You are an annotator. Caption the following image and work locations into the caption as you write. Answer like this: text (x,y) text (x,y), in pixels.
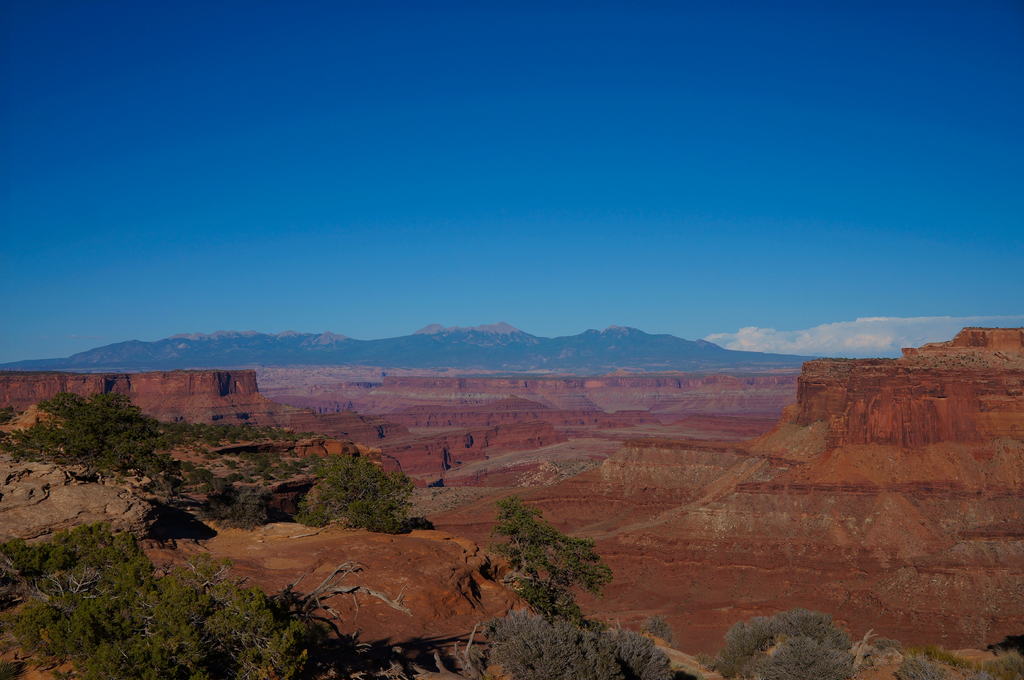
In this image we can see the trees (598,576), hills (525,487), rocks (38,520), we can see the sky (610,159) with clouds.
